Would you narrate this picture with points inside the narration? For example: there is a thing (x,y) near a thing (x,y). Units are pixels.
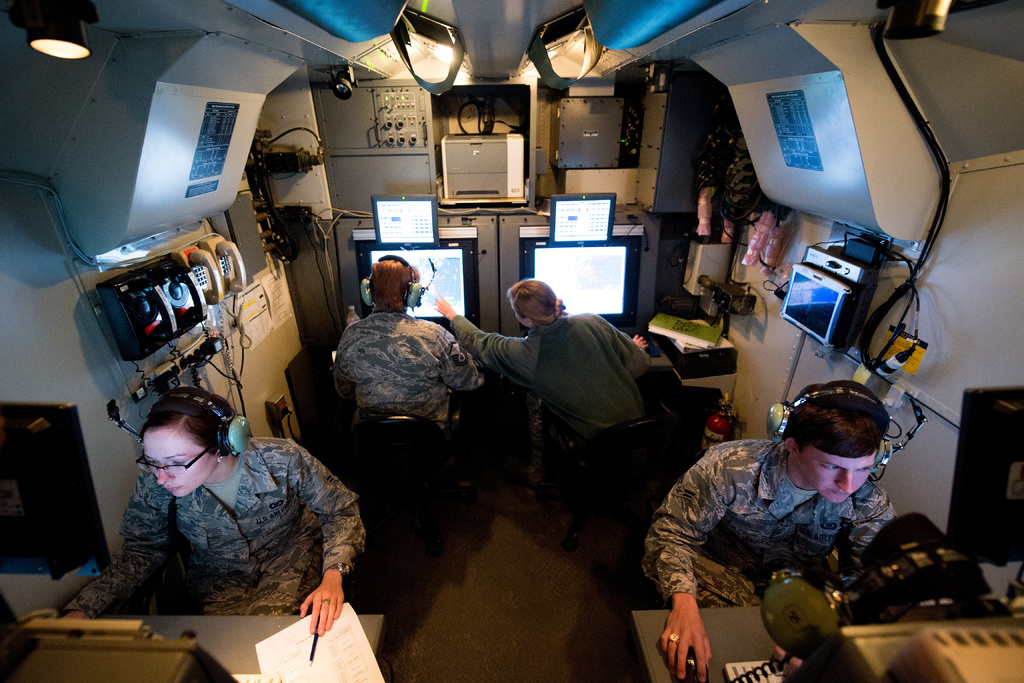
In this image there are four people (824,462) and three of them are wearing headsets (223,432), in the foreground (309,536) there are two people (228,558) who are sitting. In front of them there are tables (653,628), on the tables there are computers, keyboard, mouses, papers (338,622), pen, and in the background (436,380) there are two people (607,424) sitting and in front of them there are computers (577,258) and some objects (745,303), papers (660,334), books (667,322). And on the right side (915,322) and left side (218,297) there are some telephones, wires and some other machines (838,273). And in the background (488,86) there are some boxes (370,124) machines (502,151) and some other objects (647,141) and also we could see some lights (419,32).
